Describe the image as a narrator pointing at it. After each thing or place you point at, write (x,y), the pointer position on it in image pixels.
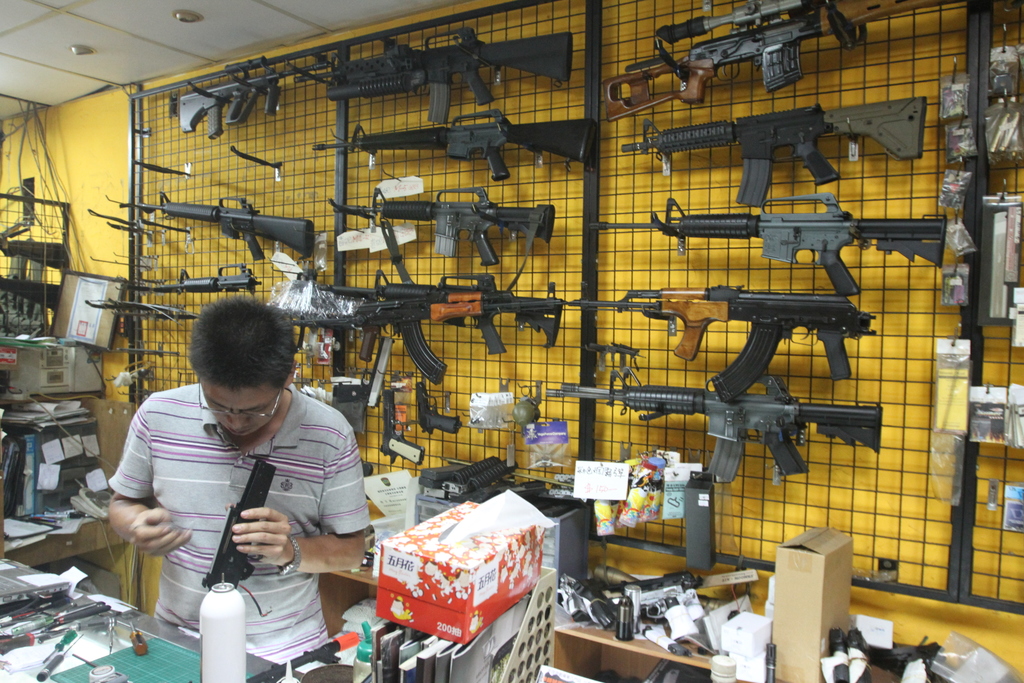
In this image I can see a person (205,529) is standing on the floor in front of a table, boxes (464,589), files (483,637), tools (24,616) and so on. In the background (234,109) I can see a bunch of guns (833,300) on a stand (362,167). In the background (362,171) I can see a wall (365,181). This image is taken in a room (223,435).
